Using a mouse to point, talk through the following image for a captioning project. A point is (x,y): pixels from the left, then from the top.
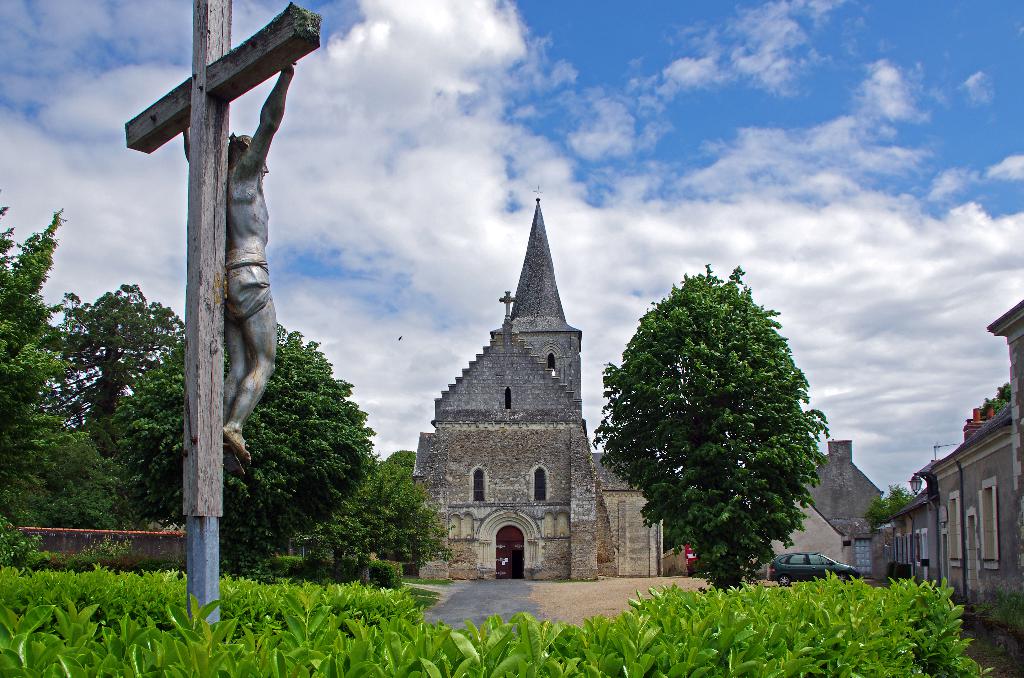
This picture might be taken outside of the city. In this image, on the right side (1016,461), we can see a building (990,472), behind that building (972,486), we can see a tree (1002,401). On the right side (875,615), we can also see a car (821,577), plants (877,633), trees (791,411) on the right side (854,672). On the left side (242,51), we can also see a cross (249,71) and a statue (261,280) is attached to a cross (193,128), trees (308,511). In the middle of the image (504,444), we can see a church (581,527). At the top (583,120), we can see a sky (612,219), at the bottom (574,593), we can see a road (574,593) and some plants (680,648) and a wall (162,537).
